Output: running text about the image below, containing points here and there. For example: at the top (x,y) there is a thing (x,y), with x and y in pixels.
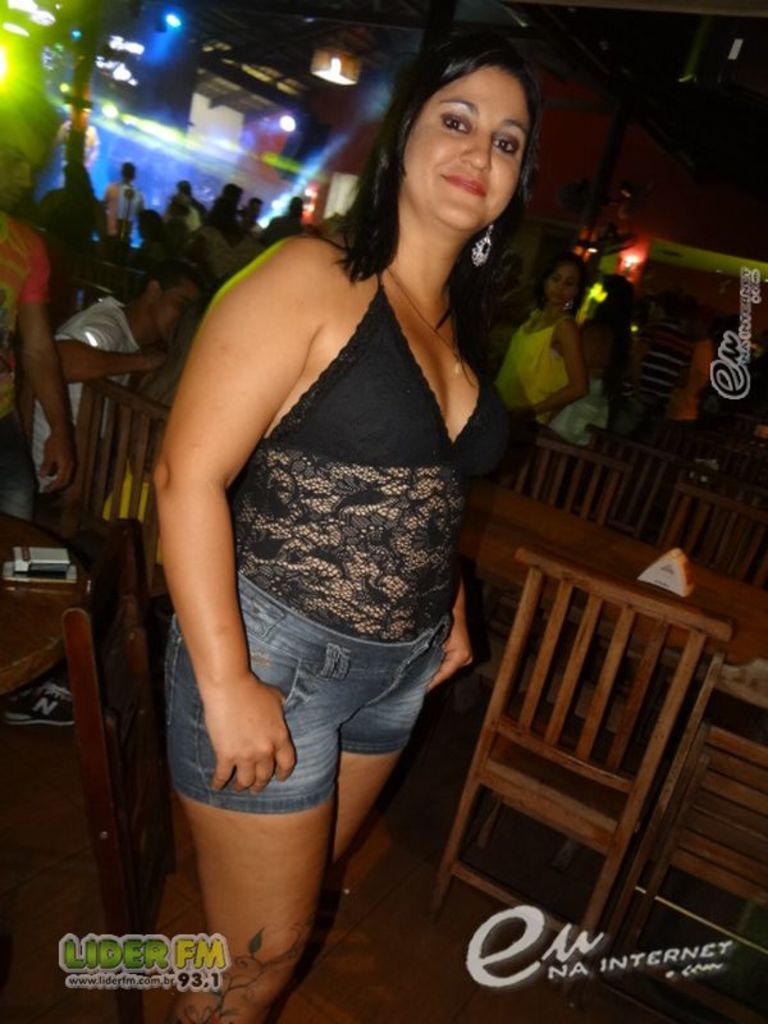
In this image I can see a woman (347,399) standing on the floor (328,888), back side of her there are the number of persons (248,220) visible and right side (630,705) I can see a chairs (641,707) and there is a light (626,257) visible on the right side (626,257) corner and on the left (45,635) I can see a table (43,645).
